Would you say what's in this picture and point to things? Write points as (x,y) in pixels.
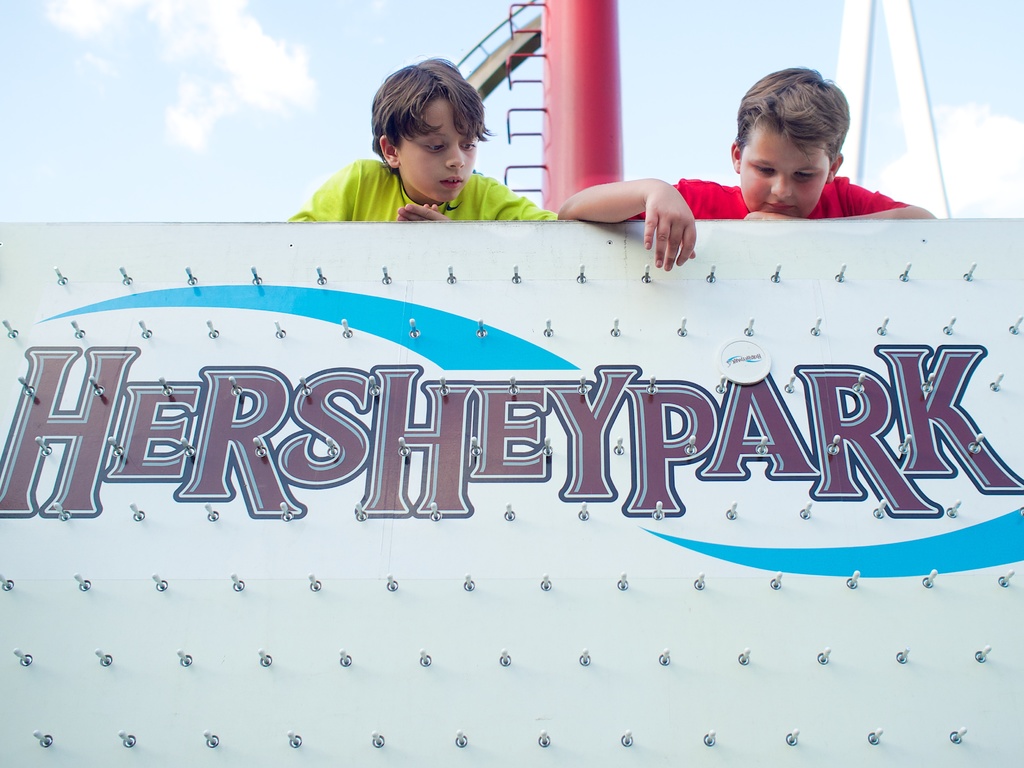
In this image we can see a board (724,580) with some text (582,451) and there are two boys (714,197) looking at the board (760,284). We can see some objects (583,171) in the background (565,165) and we can see the sky (345,101) with clouds (1002,167).
